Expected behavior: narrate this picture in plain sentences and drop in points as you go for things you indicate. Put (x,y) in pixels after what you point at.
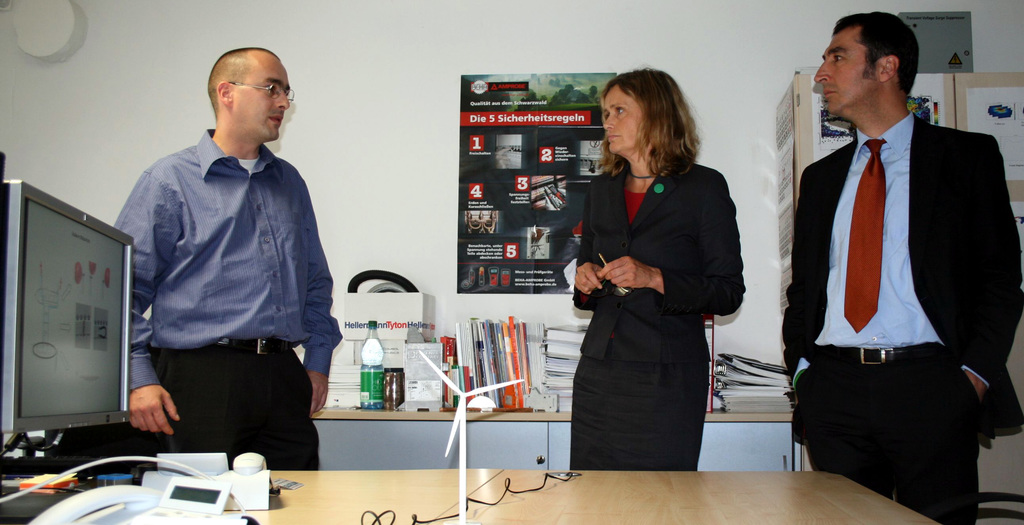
In this image we can see there are three persons (663,440) standing and in front of them there is the table (318,486), on the table (318,486) there are phones (204,494), system (31,400), box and wire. And at the back (497,356) we can see the table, on the table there are books (463,360), files (478,364), bottle (364,373), boxes (423,350) and few objects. And at the side there are boxes (962,112). And there is the banner (489,77) attached to the wall (402,71).
